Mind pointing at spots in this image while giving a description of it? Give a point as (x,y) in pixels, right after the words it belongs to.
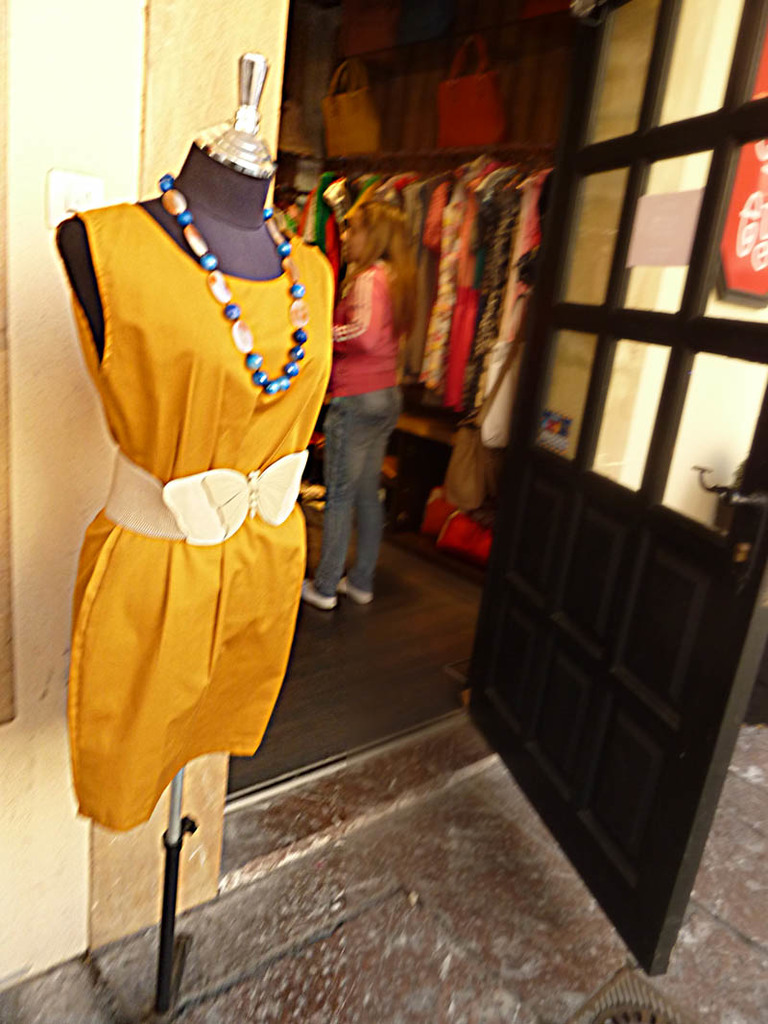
In this picture we can see a dress (245,444) and a mannequin (253,272) here, in the background (361,351) there is a person (353,341) standing here, we can see some clothes (498,278) and bags (464,133) here, on the right side (563,312) there is a door (584,619).
